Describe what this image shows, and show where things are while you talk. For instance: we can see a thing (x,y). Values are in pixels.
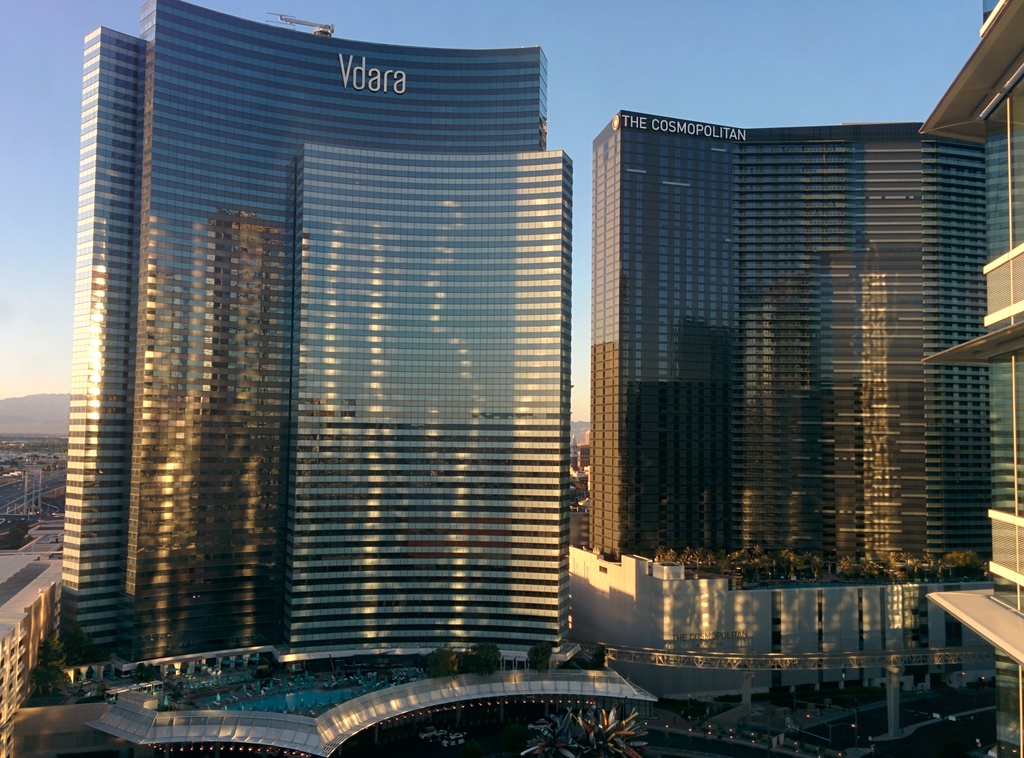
In this image in the center (501,433) there are some skyscrapers (607,425) at the bottom (894,644) there are some buildings (9,643), trees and there is one swimming pool (312,691). In the background (49,418) there are some houses (52,458) and mountains (30,402), at the top of the image (560,61) there is sky (624,49).
